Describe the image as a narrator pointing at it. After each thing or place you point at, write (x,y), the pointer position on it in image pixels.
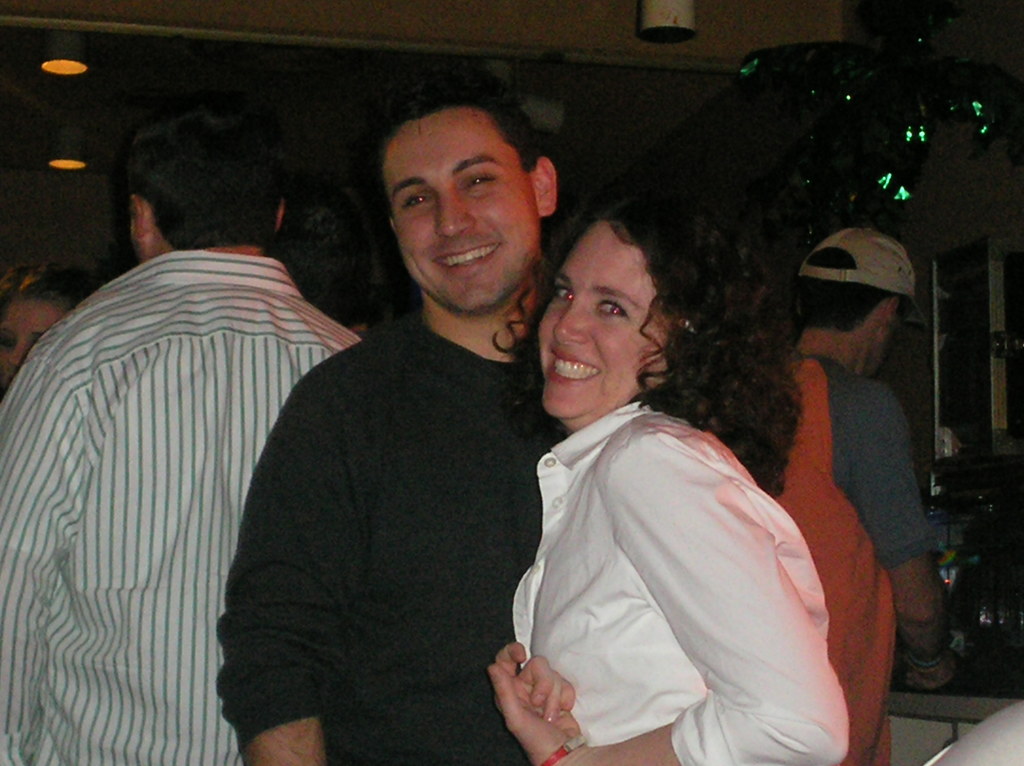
There are people (377,525) standing and these two people (476,517) are smiling. Background (959,164) we can see wall (13,7) and lights (45,72).
